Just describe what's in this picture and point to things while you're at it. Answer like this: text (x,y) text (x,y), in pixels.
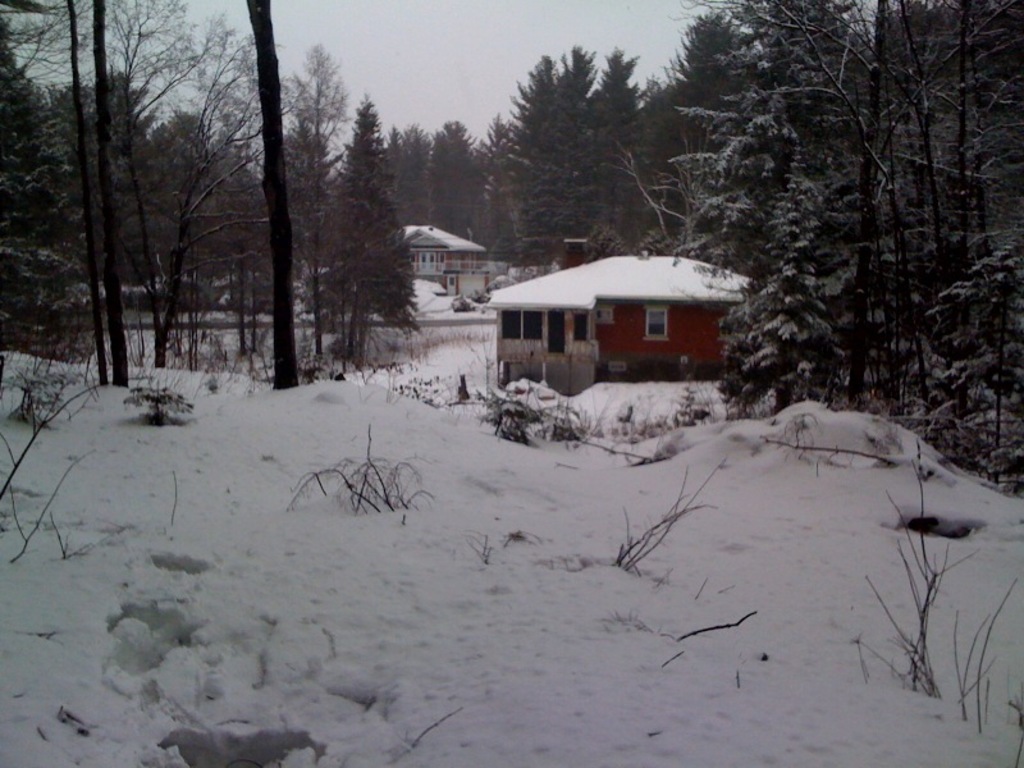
In this image, we can see trees (287,266) covered with snow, few houses (551,334), plants (544,397) and snow (731,640). Top of the image (472,71), there is a sky (470,49).
